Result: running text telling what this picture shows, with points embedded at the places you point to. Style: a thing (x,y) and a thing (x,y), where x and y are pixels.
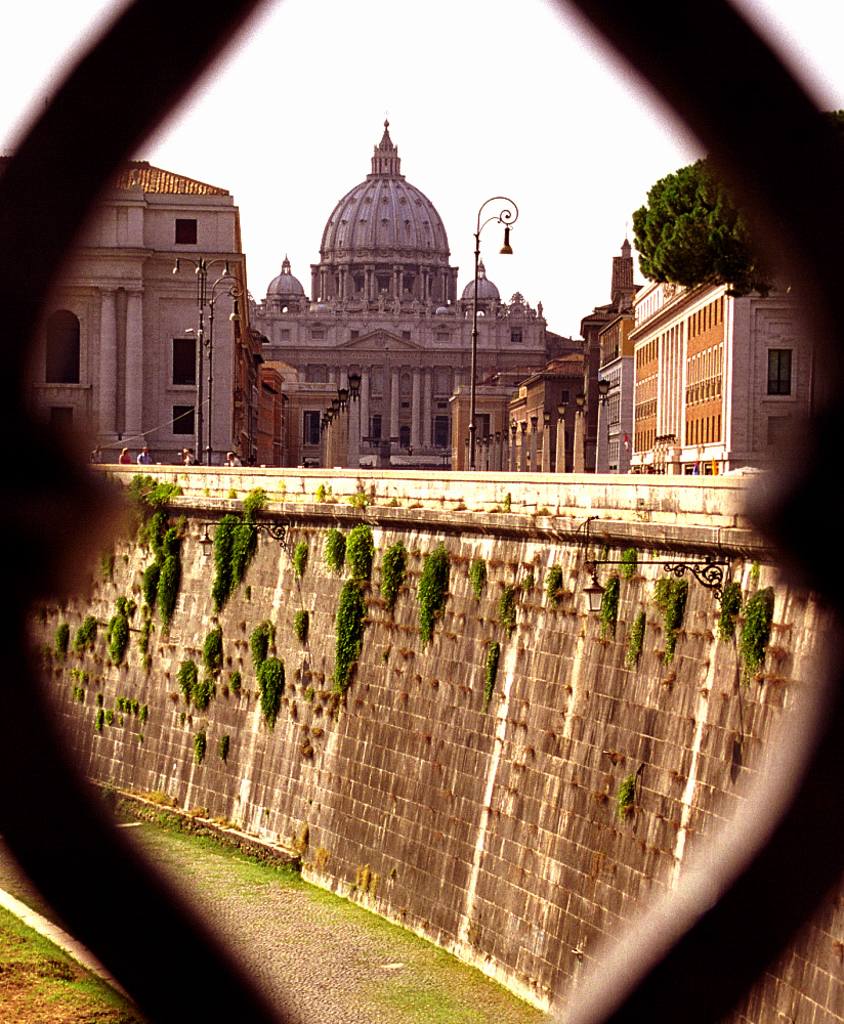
As we can see in the image there are buildings (496,345), tree (689,212), street lamp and sky (489,53).
